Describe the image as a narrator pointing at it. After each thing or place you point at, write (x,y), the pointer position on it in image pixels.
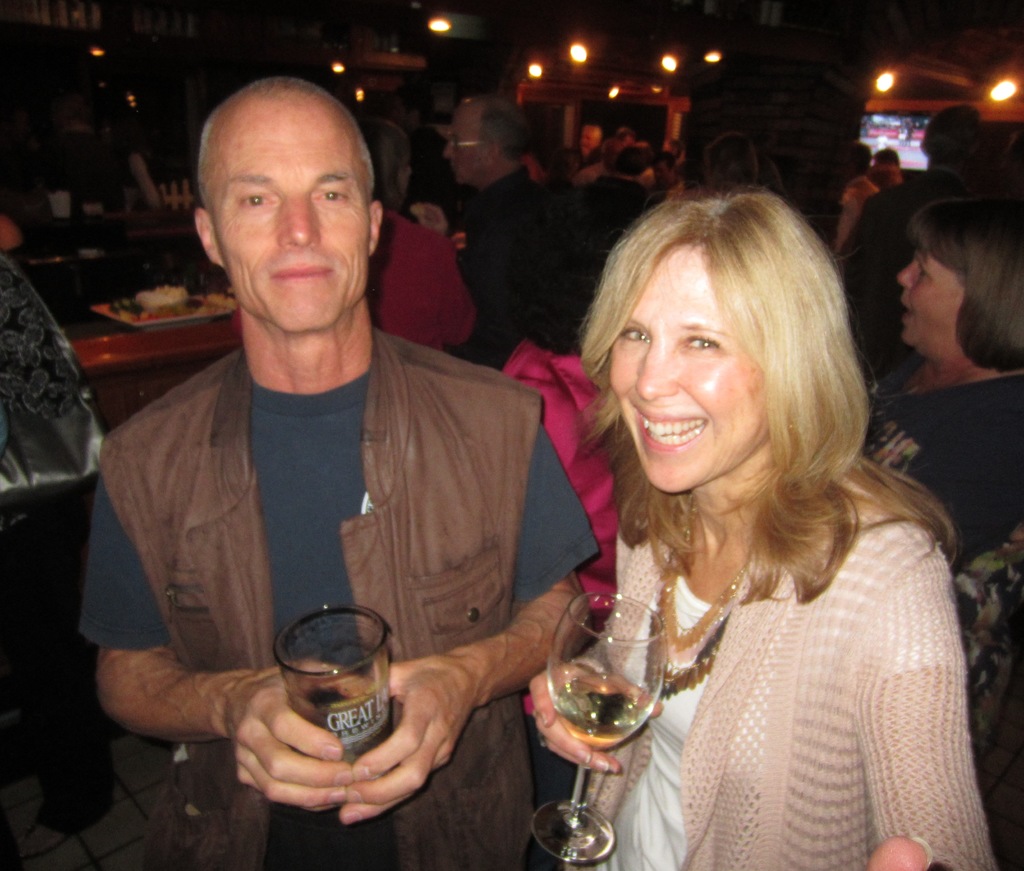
At the foreground of the image (364,514) there are two persons (438,585) who are holding glasses (578,664) in their hands (553,725) and at the background of the image (447,182) there are some persons (625,167) standing under the lights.
